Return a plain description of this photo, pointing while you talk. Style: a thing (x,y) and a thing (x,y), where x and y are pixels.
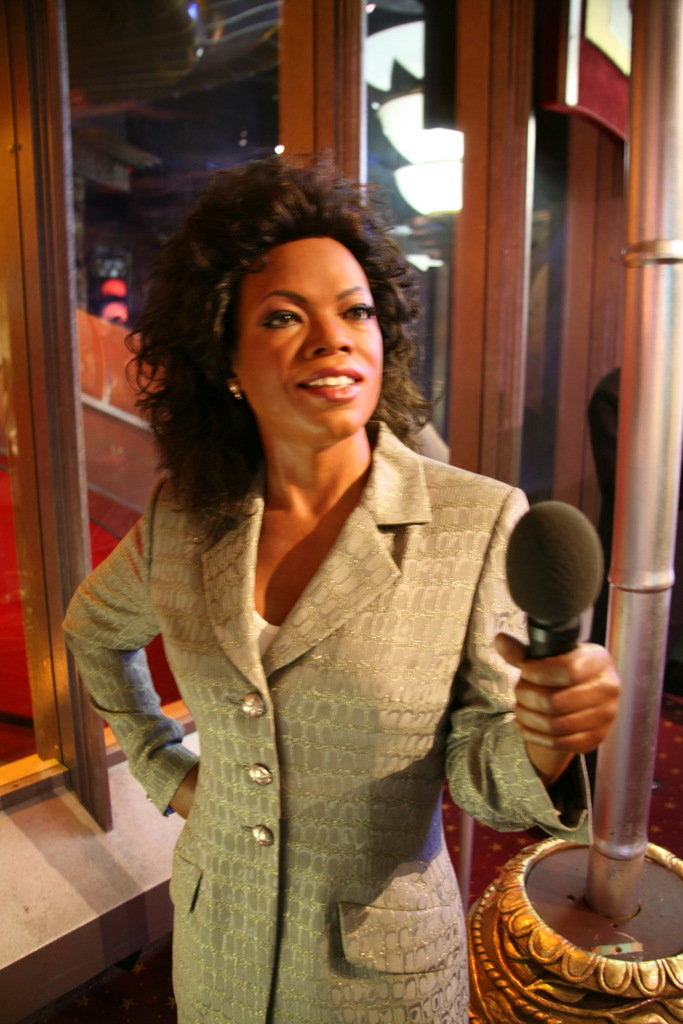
In the image there is a statue (362,652) of a lady (362,652) with jacket (375,629) and holding the mic (541,648). Beside the statue (553,674) there is a pole (615,811). Behind the statue (290,228) there are glass doors (108,234).
